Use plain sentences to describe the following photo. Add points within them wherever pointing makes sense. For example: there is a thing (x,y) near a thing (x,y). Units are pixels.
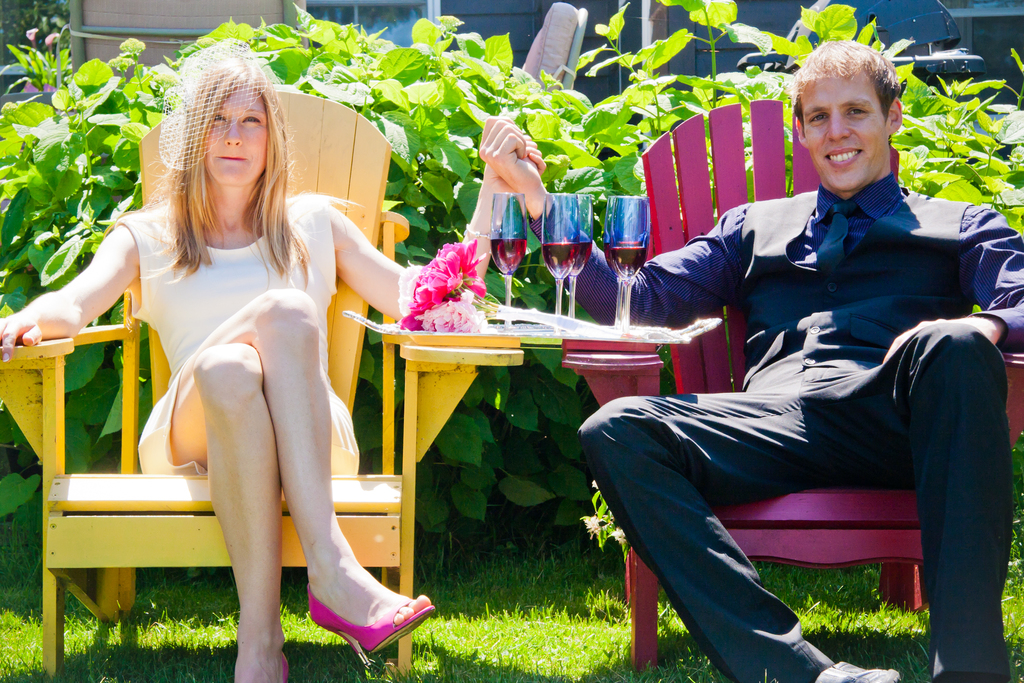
In this picture there is a woman (258,477) and a man (917,250) they both are sitting on the chairs (778,136) by holding each other hands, there are some cool drink glasses (623,300) and flowers (418,266) in a tray (525,339) which are placed on the handle (473,363) of the chair (364,180), there are some trees (409,194) behind the area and the floor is grass floor (32,577).
